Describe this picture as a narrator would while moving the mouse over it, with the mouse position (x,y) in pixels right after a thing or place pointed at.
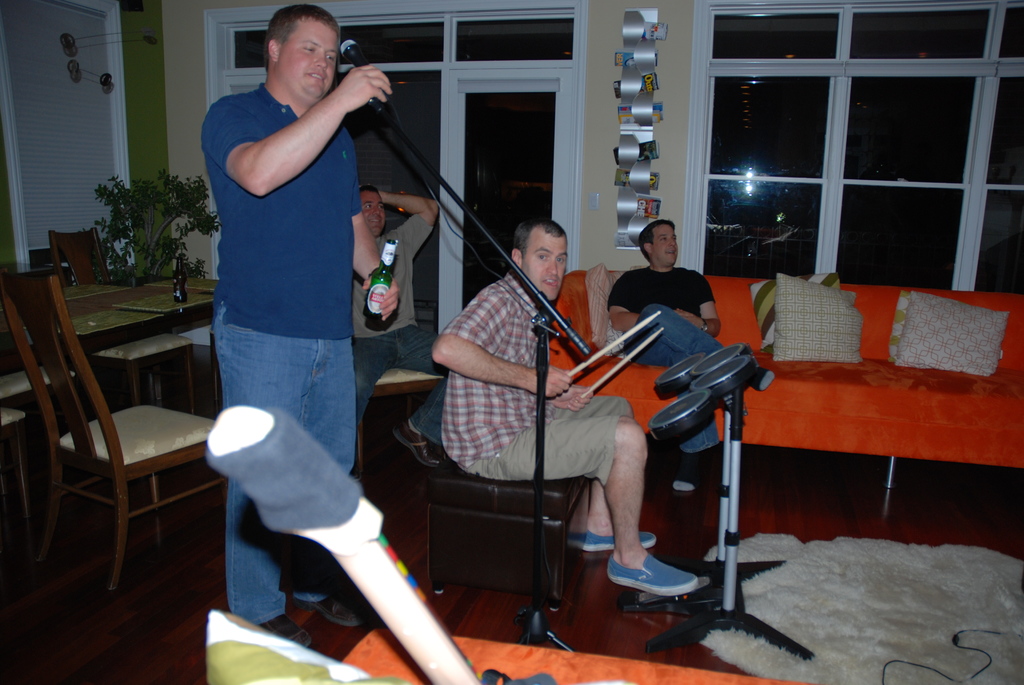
There is a man (319,272) in this picture holding a bottle (377,287) in his hand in front of a mic (351,55) and a stand (539,419). There are two persons (568,390) sitting in the sofas (646,366). There are some pillows (895,349). And in the background (798,201) there is a wall (615,196) and a windows (762,167) here.
